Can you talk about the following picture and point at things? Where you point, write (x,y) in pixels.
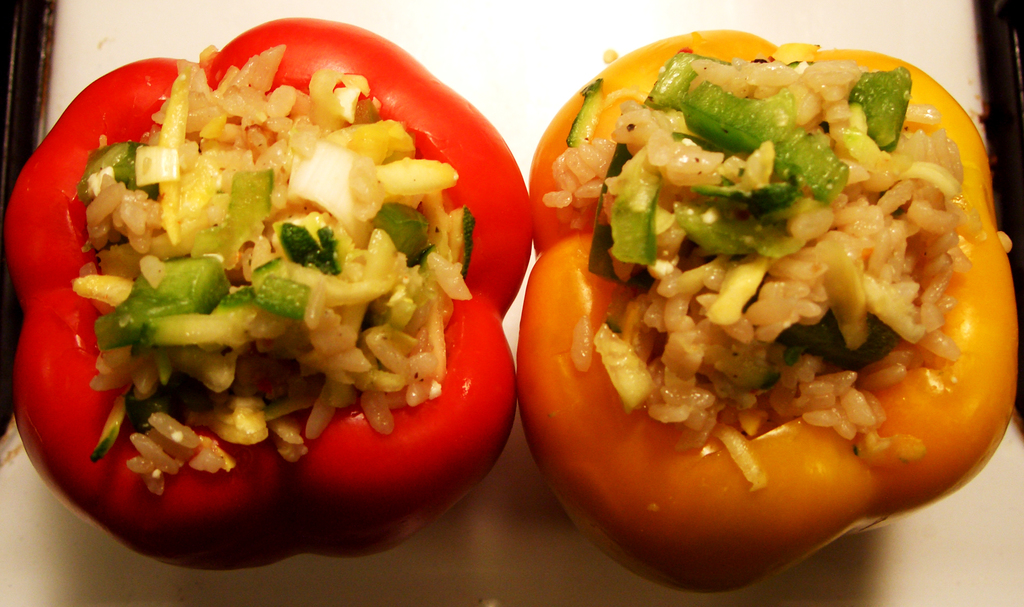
In this picture we can see a yellow (714,52) and a red capsicum (92,326) with rice and vegetable stuffing (252,274) in it
